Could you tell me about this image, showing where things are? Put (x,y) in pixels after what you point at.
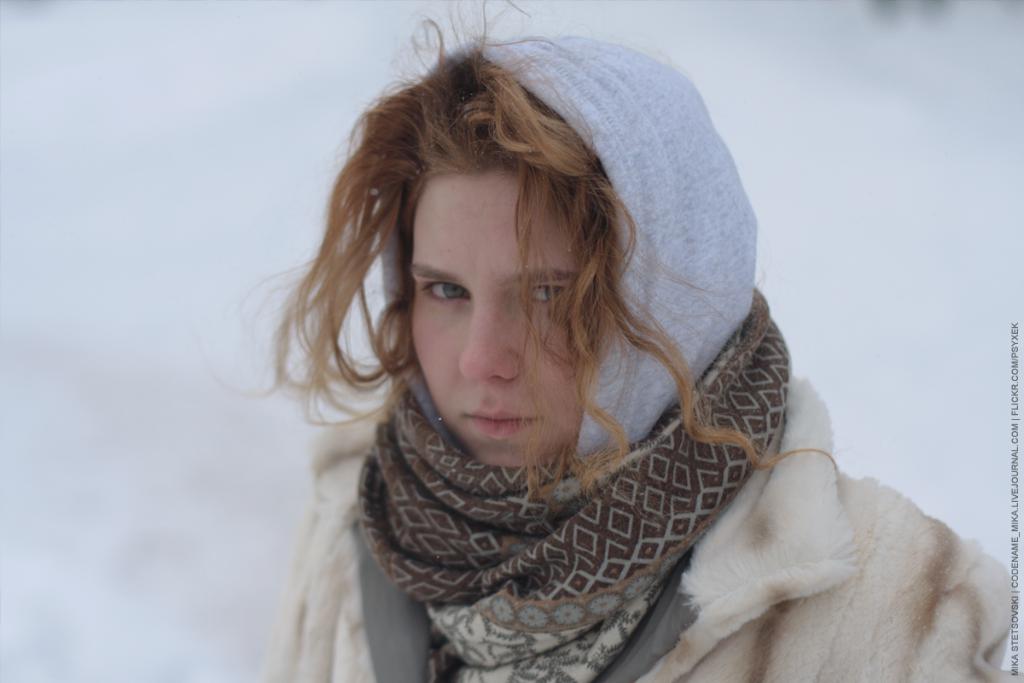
In the center of the picture (492,268) there is a woman (493,501) wearing a jacket (707,592) and scarf (441,464). The background (959,382) is blurred.
